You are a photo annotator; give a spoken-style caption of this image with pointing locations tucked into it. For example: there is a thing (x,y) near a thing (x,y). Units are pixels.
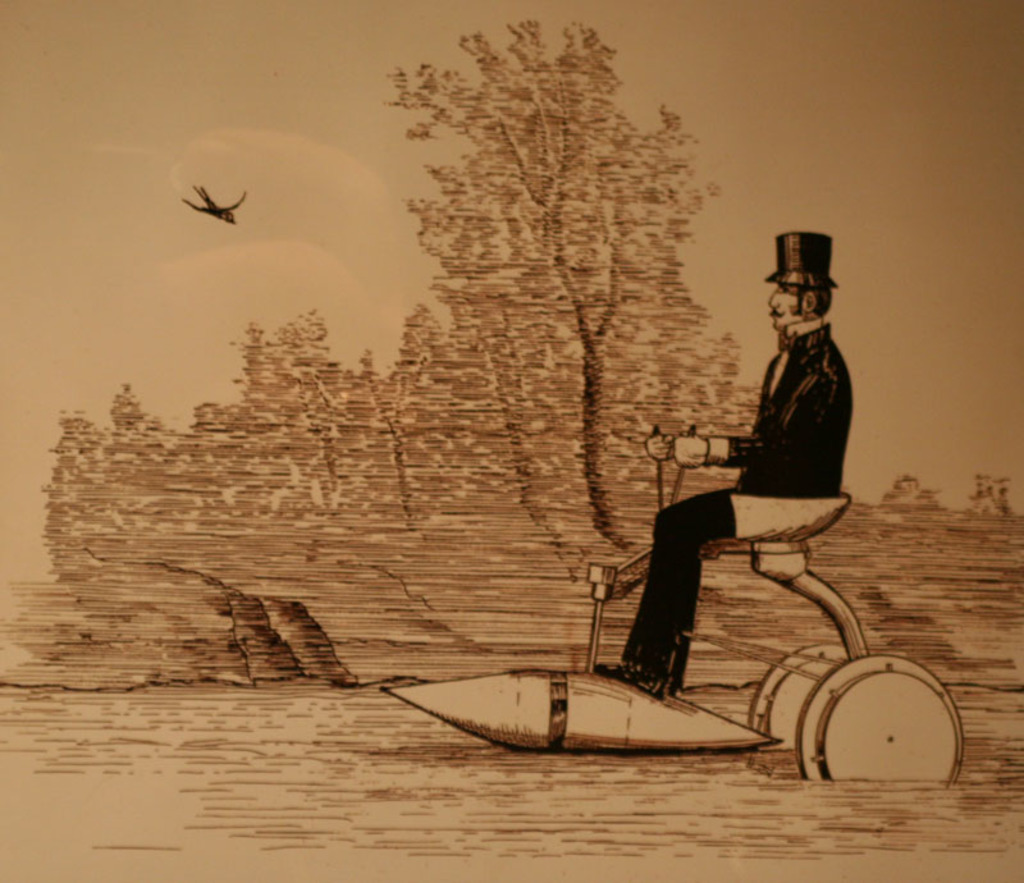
This image is a painting. In this image we can see man (687,534) on the vehicle (614,700). In the background (223,557) trees (478,361), bird (187,203), sky (292,227) and clouds (310,187).
